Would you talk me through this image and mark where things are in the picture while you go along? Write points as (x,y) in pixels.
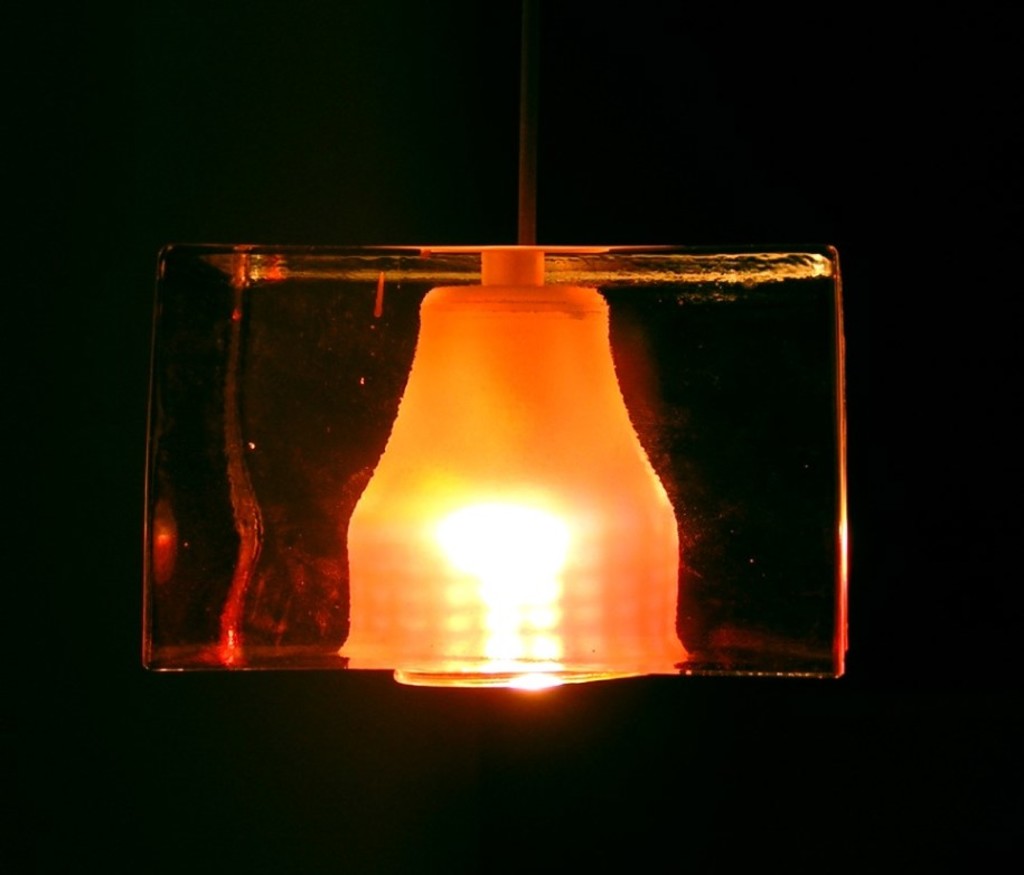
In this image we can see a lamp (371,473).
